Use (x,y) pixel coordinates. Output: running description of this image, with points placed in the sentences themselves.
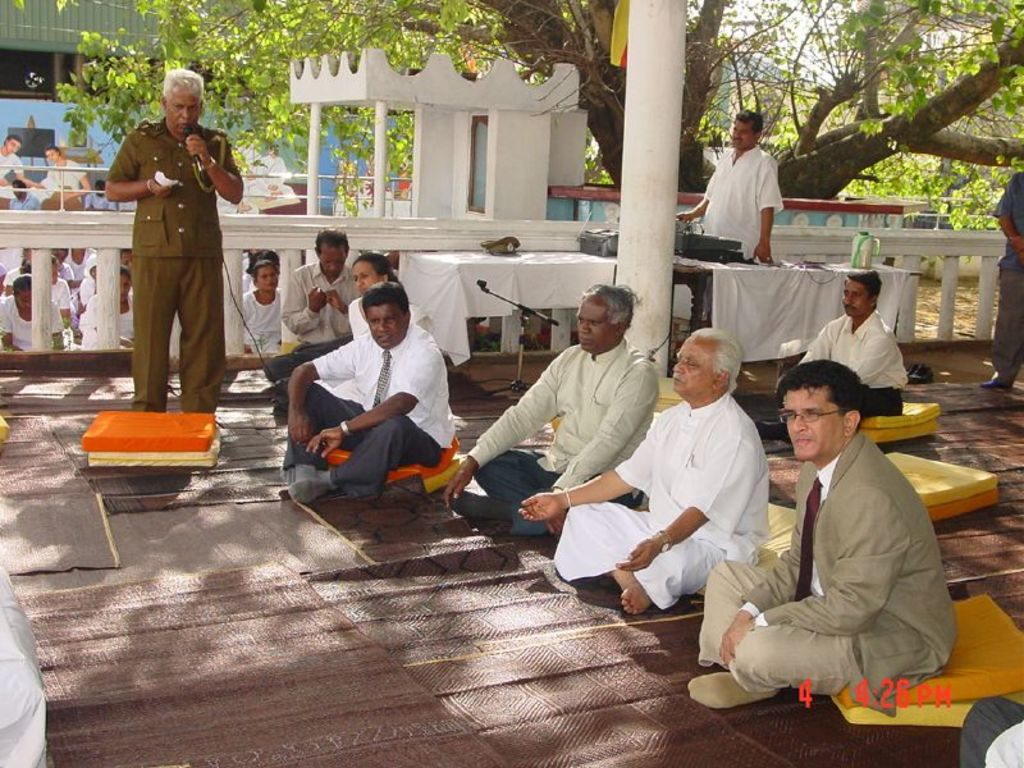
In the middle of the image (609,315) few people (749,176) are sitting, standing and a person (218,157) is holding a microphone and paper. Behind them we can see some tables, fencing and trees (246,24). On the tables (569,257) we can see a cap (492,245) and bottles (855,251).
